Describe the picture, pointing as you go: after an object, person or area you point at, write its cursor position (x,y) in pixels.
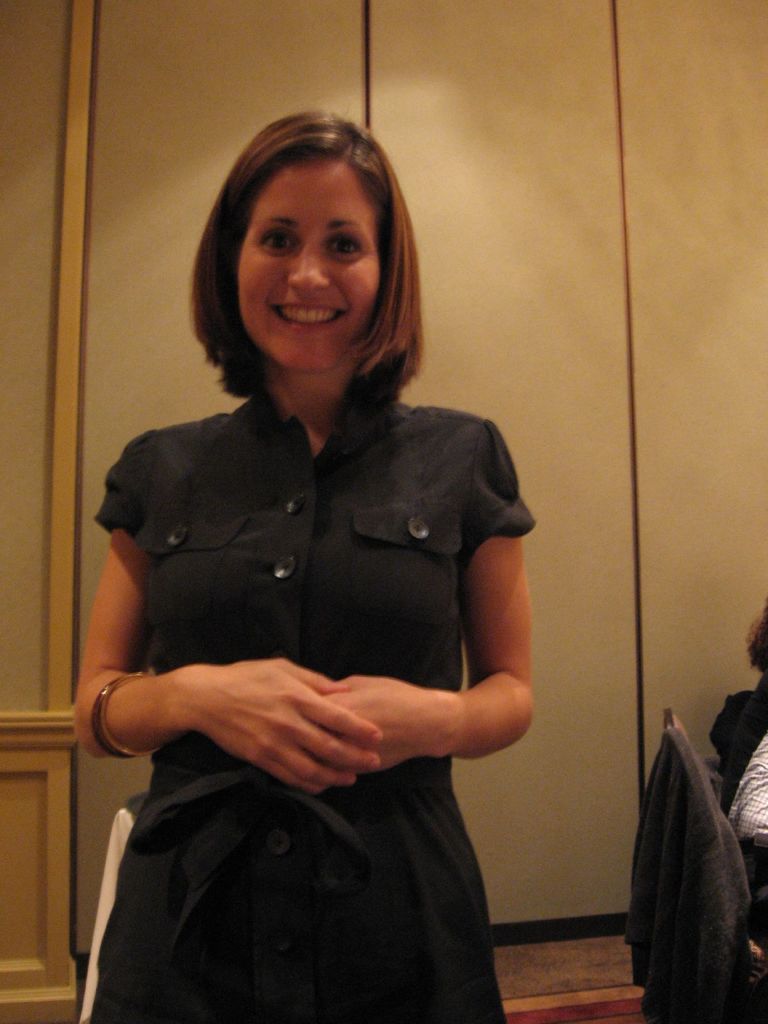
In this picture I can see a woman (385,344) standing, side few people (755,774) are sitting on the chairs (683,753).
